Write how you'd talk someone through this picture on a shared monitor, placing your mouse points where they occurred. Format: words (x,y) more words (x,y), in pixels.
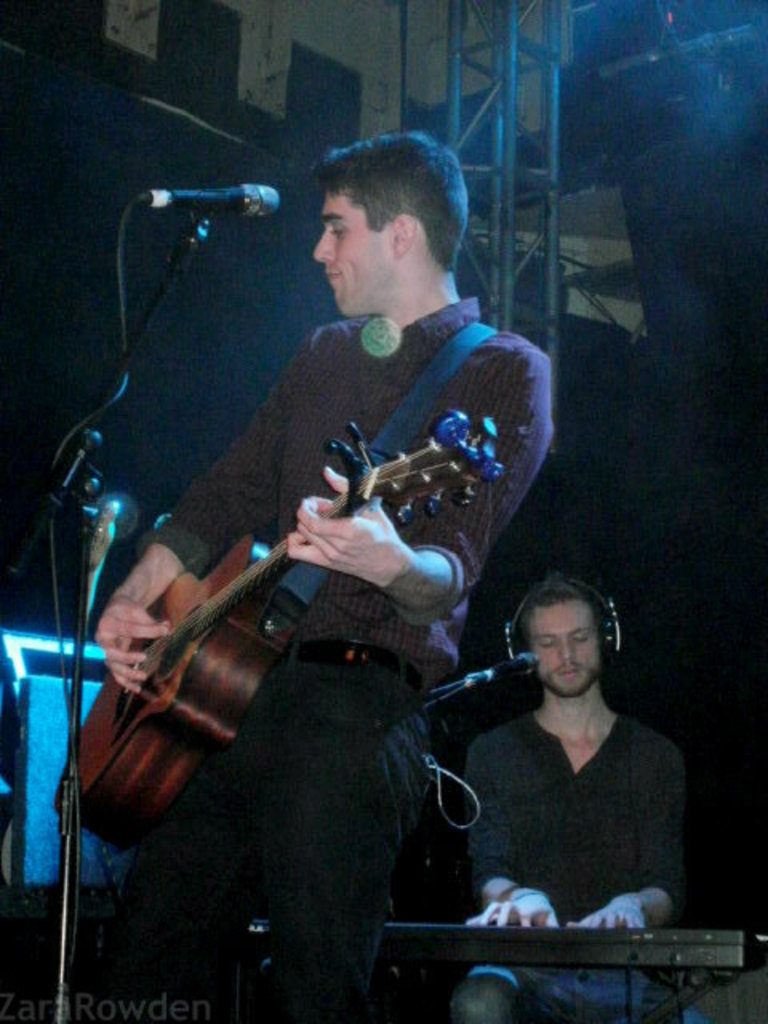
In this picture there is a man (346,164) holding and playing a guitar (145,726). There is also another man (588,809) who is sitting and playing a piano (623,927). There is a mic (231,197).
